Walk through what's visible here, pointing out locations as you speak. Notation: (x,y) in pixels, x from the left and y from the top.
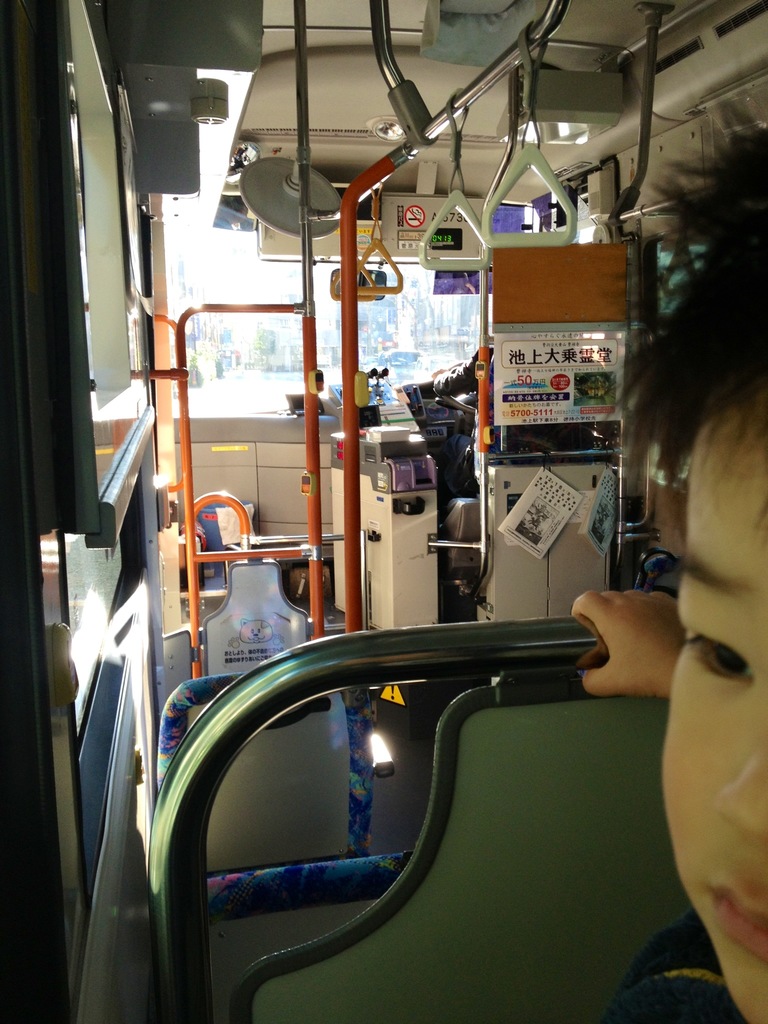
This picture is clicked inside the bus (520,687). On the right side (764,581), we see the face (743,840) of the boy (726,902). Behind that, we see the hand (665,617) of a person (640,605) who is holding the rod (536,638). On the left side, we see a board (147,167). Beside that, we see the iron rods (194,633) in orange color. We see the hand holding handles (438,260) in white and yellow color. On the right side (525,358), we see a board (578,346) in white color with some text (549,400) written on it. We see a man (437,384) driving the bus (508,491). In front of him, we see the glass (321,359) from which we can see the buildings (298,369) and the vehicles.
